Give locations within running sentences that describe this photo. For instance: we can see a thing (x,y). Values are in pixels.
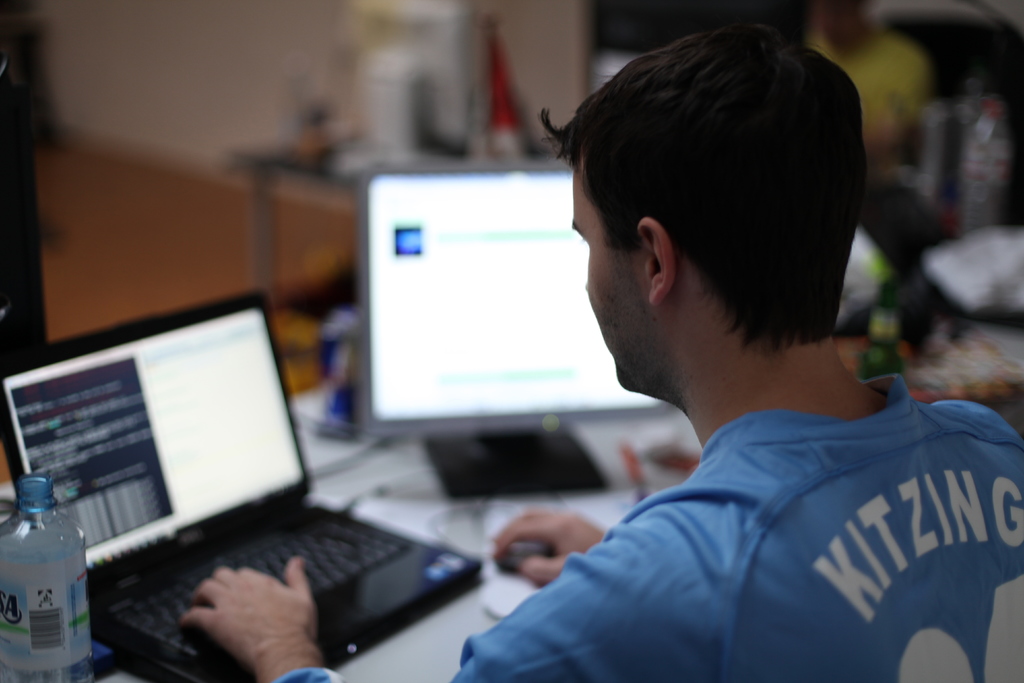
This picture seems to be clicked inside the room (700,411). On the right (876,64) we can see the two persons (884,44) sitting on the chairs (970,46) and seems to be working on a laptop (375,555) and we can see a monitor (400,333) and many other objects (988,171) are placed on the top of the tables (446,158). In the background (184,107) we can see the wall (135,53) and some other objects (16,163).
